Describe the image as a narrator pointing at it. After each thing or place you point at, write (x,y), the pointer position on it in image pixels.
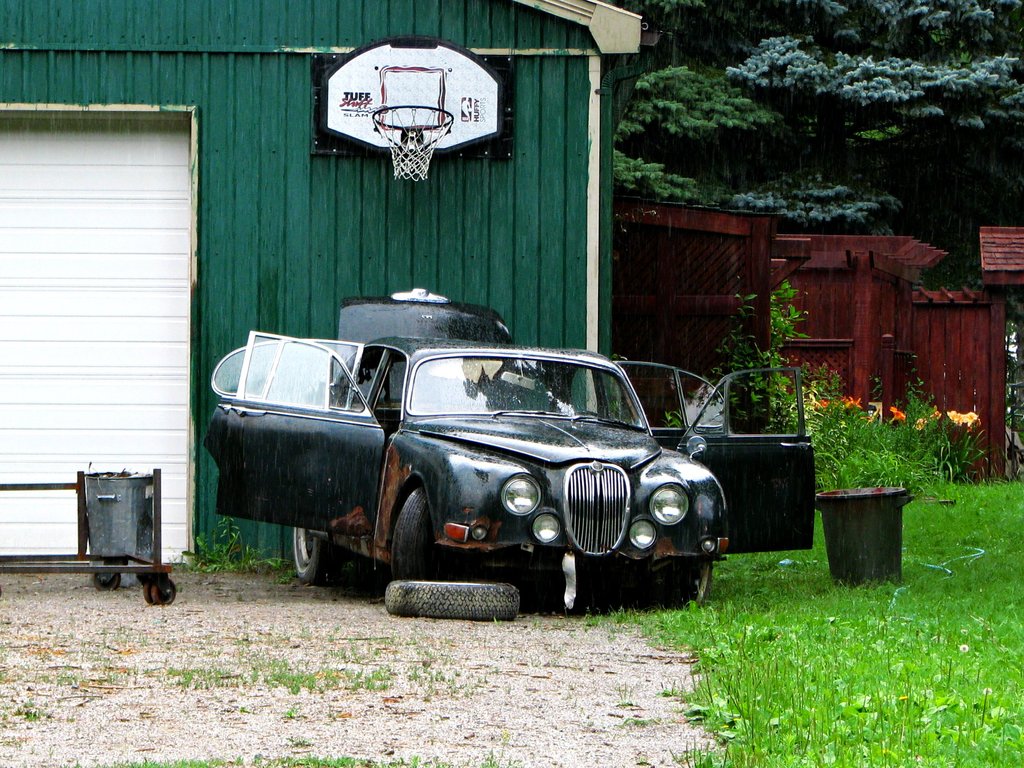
In this picture we can observe a black color car (446,510) parked on the land (325,663). We can observe a tire (430,605) and two trash bins (132,531) here. There is some grass (846,669) on the ground (860,652). We can observe a basketball net (396,121) fixed to this green color wall (435,255). In the background (782,172) there are trees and plants (889,440).
